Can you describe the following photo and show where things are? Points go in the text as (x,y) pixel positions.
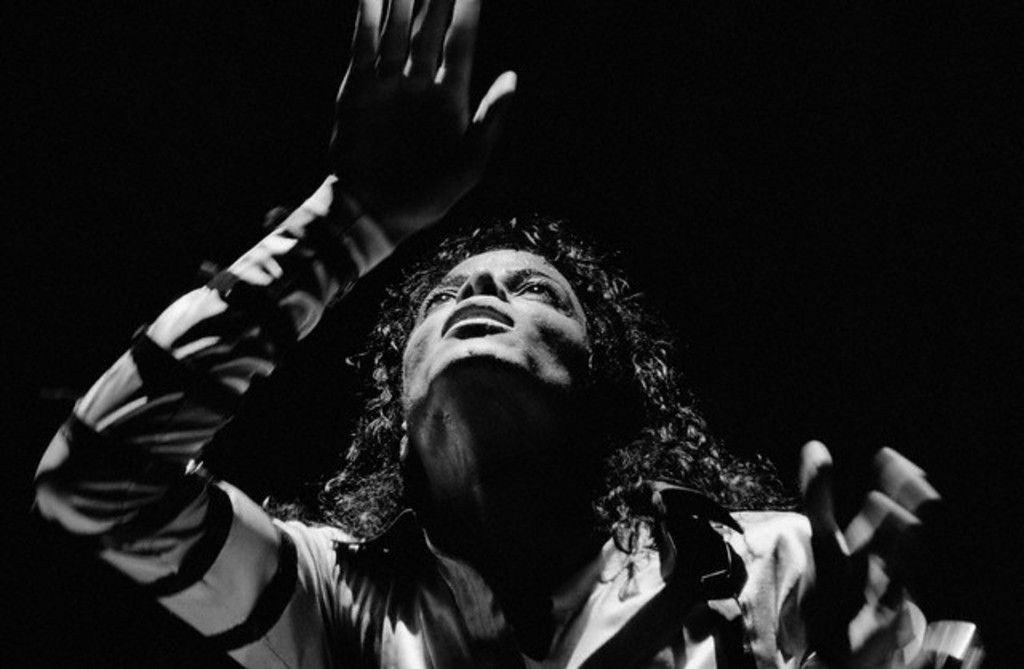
This is a black and white image and here we can see a man (493,474).
